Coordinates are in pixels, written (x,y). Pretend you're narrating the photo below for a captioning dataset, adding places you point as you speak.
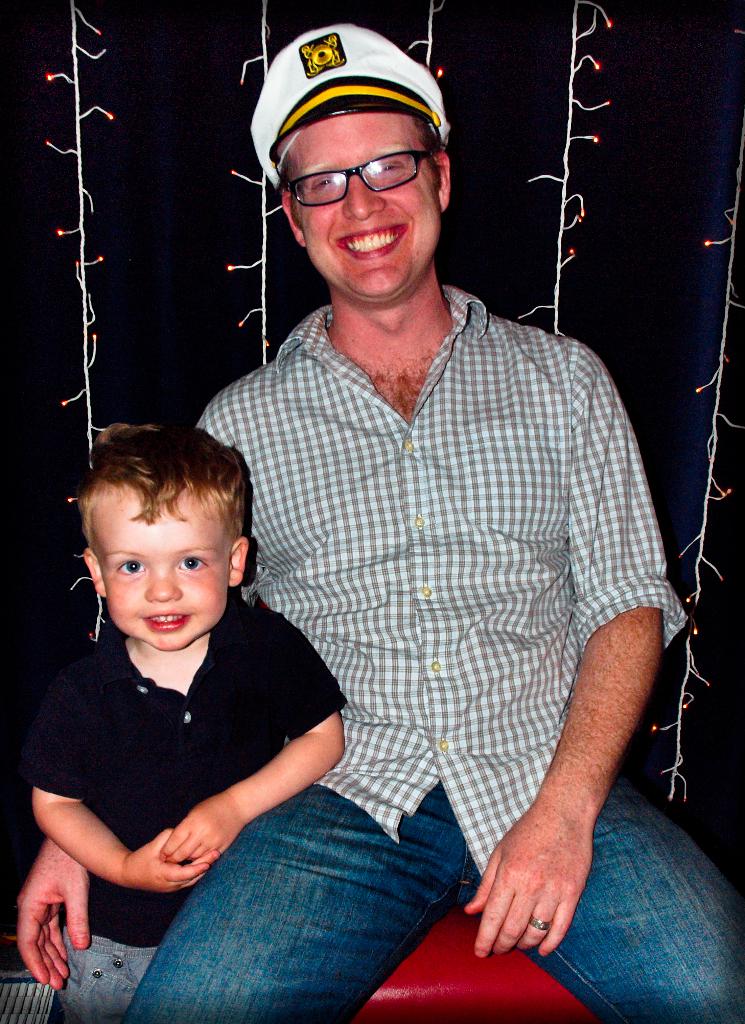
This image is taken indoors. In this image the background is dark and there are a few rope lights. In the middle of the image (266,472) a man (398,909) is sitting on the chair (453,940) and he is with a smiling face (354,156) and a kid (89,726) is standing and he is with a smiling face (141,622). The man (55,879) has worn a cap (387,93), spectacles (329,194), a shirt (564,612) and jeans (656,924).
